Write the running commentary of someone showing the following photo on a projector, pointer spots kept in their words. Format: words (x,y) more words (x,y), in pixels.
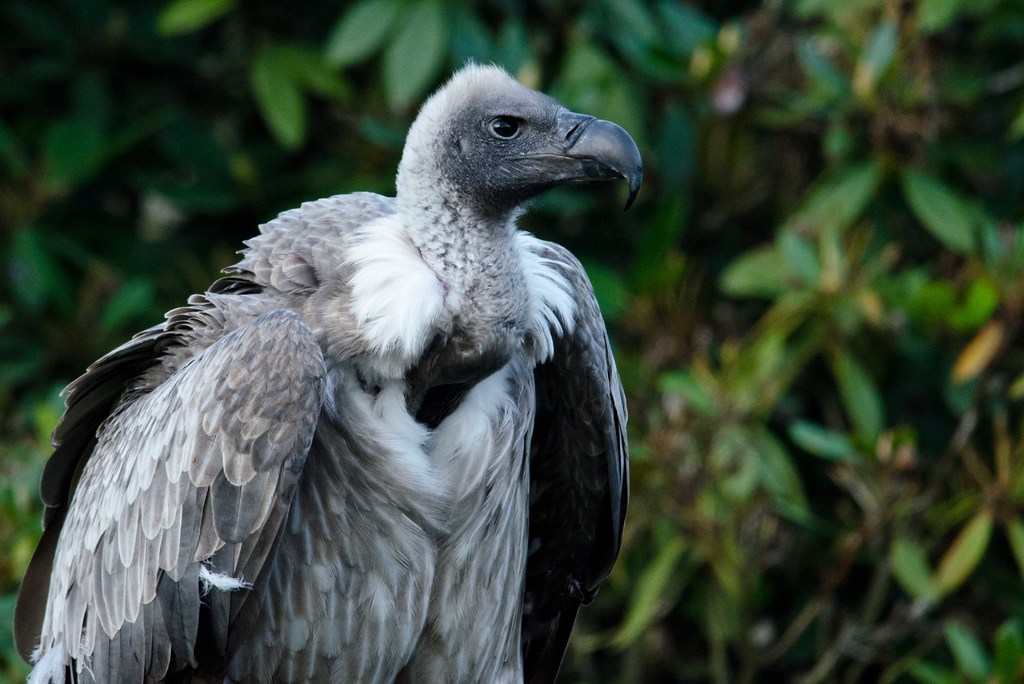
In this picture I can see a vulture (536,303) on the left side (336,504), in the background (683,482) there are green leaves (696,291).
